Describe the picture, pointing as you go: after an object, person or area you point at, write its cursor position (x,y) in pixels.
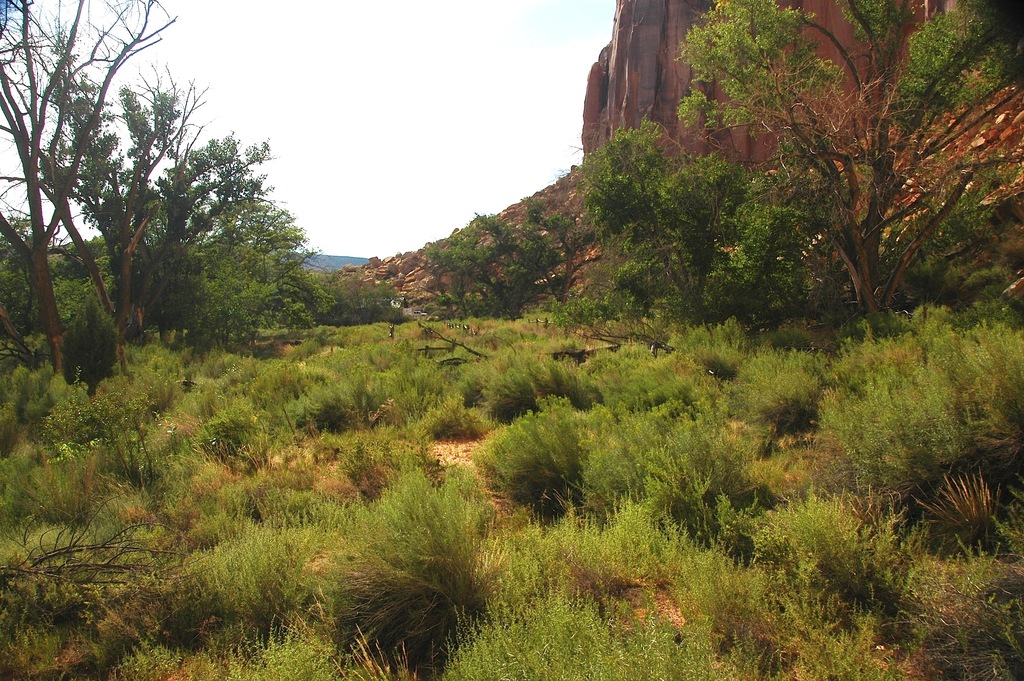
In this image in front (704,491) there are plants (401,455). In the background of the image (540,242) there are trees (485,257), rocks (556,202), mountains (343,265) and sky (409,88).
